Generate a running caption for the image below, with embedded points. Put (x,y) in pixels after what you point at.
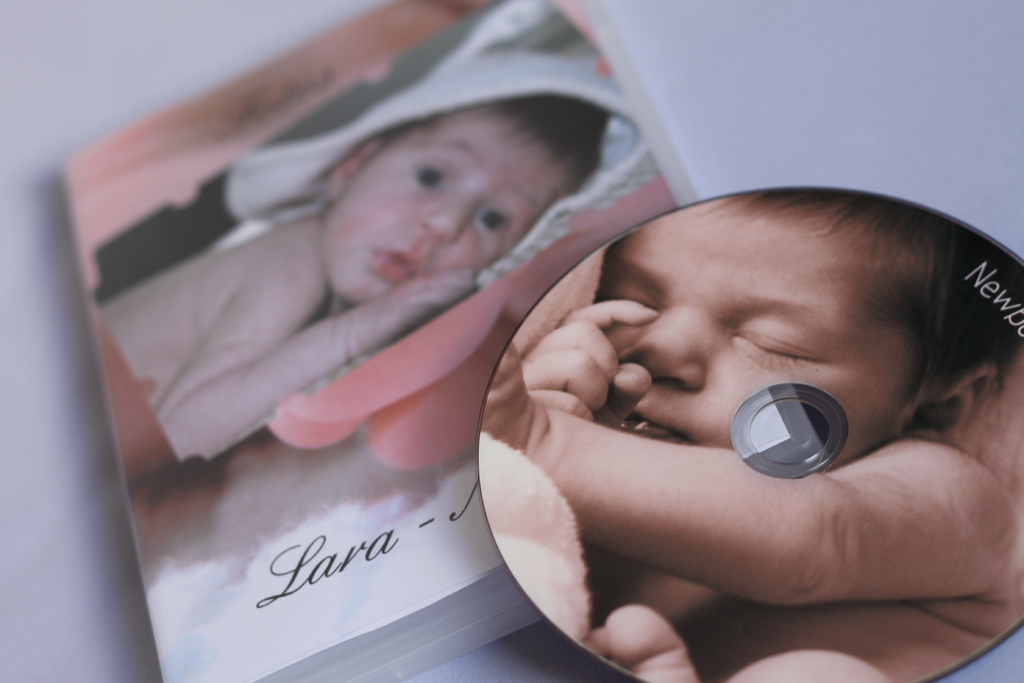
In this image I can see there is a baby photo (736,370) on the disc (777,470). On the left side (263,191) there is another baby photo (449,221) on the book (439,365).
